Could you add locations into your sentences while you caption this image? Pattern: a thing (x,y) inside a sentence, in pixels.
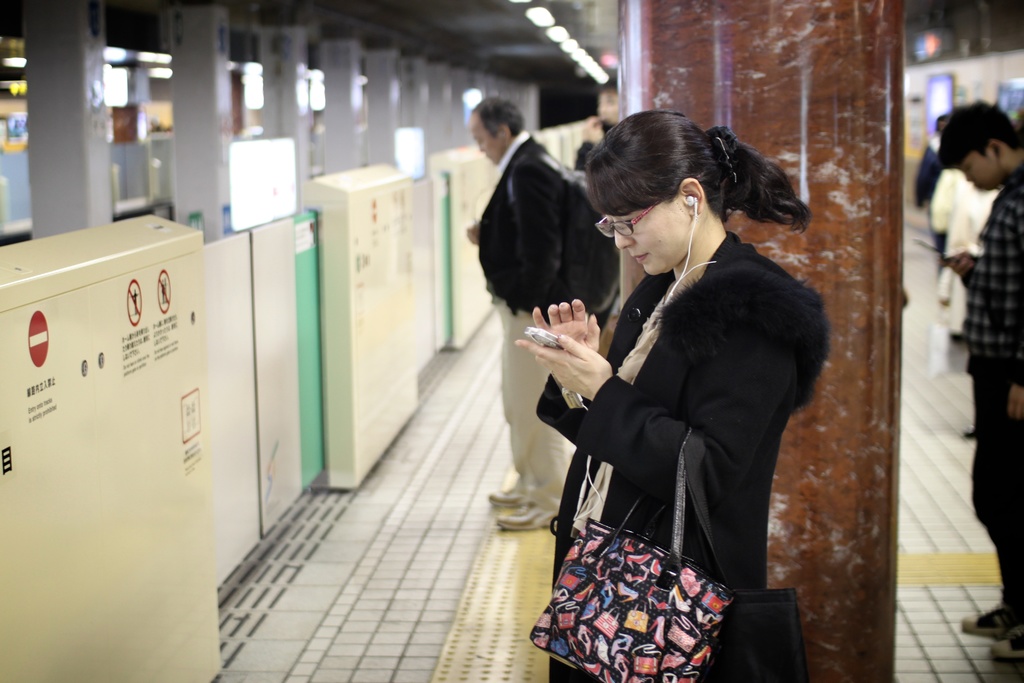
In this image I see a woman (750,466) who is standing near to the pillar (819,667) and she is holding an electronic device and carrying a bag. In the background (554,285) i see few people (1014,224) who are standing on the path (465,356) and there are pillars (83,39) and lights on the ceiling (481,34).
